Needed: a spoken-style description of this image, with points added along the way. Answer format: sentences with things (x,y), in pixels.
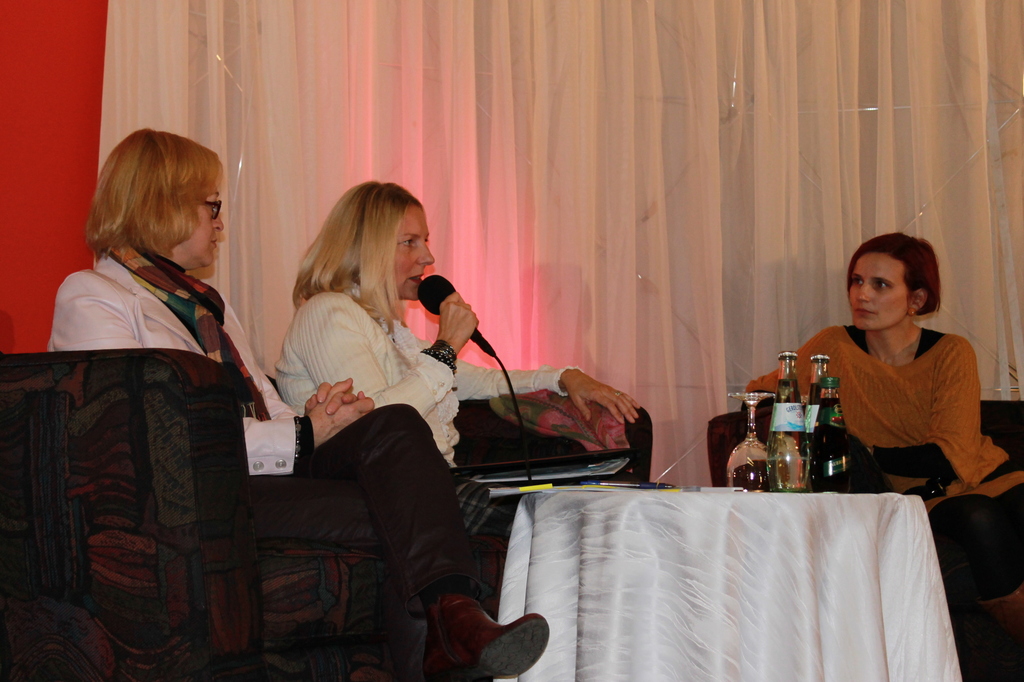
On the background (278,110) we can see curtain (113,120) and a wall (54,104) painted with red colour. We can see three women (845,389) sitting on chairs (61,424) in front of a table (663,513) and on the table (747,493) we can see glass (764,479) and bottles (806,475). We can see this woman (444,329) holding a mike (429,306) in her hand (460,330) and talking.
